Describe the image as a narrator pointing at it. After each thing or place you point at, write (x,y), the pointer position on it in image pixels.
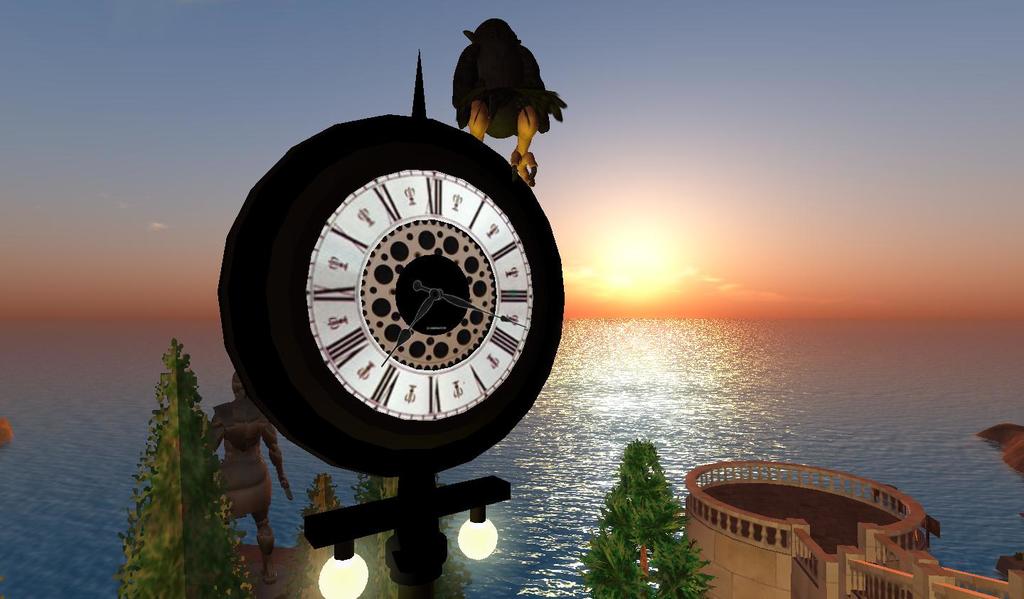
In this image there is a clock (423,301) in the middle (470,315). On the clock (465,228) there is a bird (513,124). At the bottom (551,435) there is water (605,487). Beside the water (605,487) there is a terrace (807,535). On the left side (244,486) there is a statue (238,473) on the floor (258,556). Beside the statue (259,541) there is a tree (167,519). It seems like an animated image.
